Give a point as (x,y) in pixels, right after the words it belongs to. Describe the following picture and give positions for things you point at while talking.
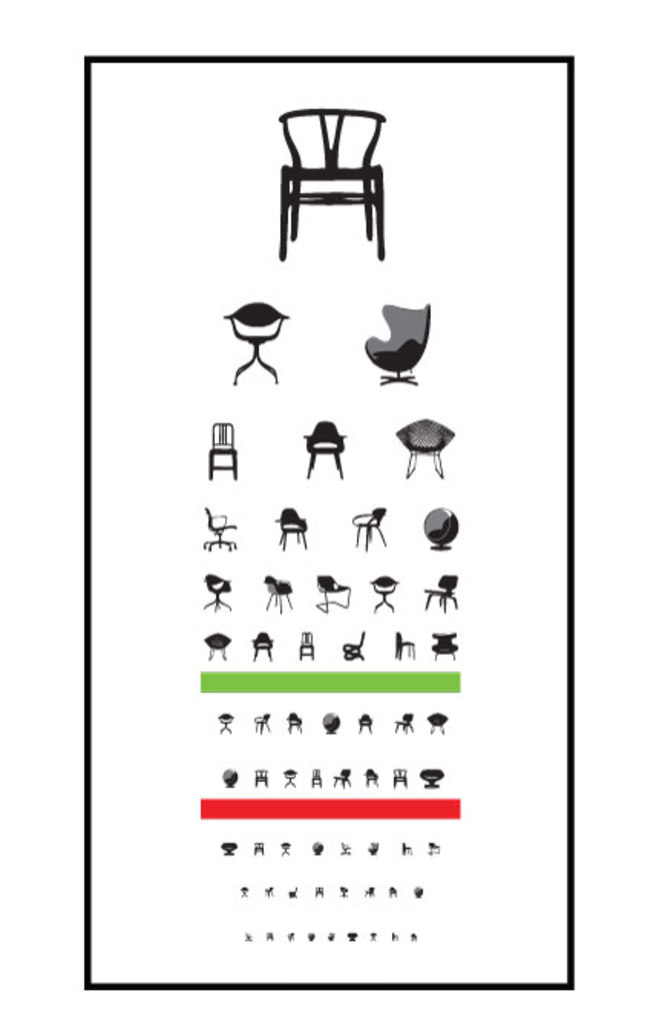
This image consists of a poster (185,137). On this poster (441,615), I can see few images (364,631) of chairs (289,586). At the bottom (351,683), I can see red and green color lines (298,800). The background (123,475) is in white color.
